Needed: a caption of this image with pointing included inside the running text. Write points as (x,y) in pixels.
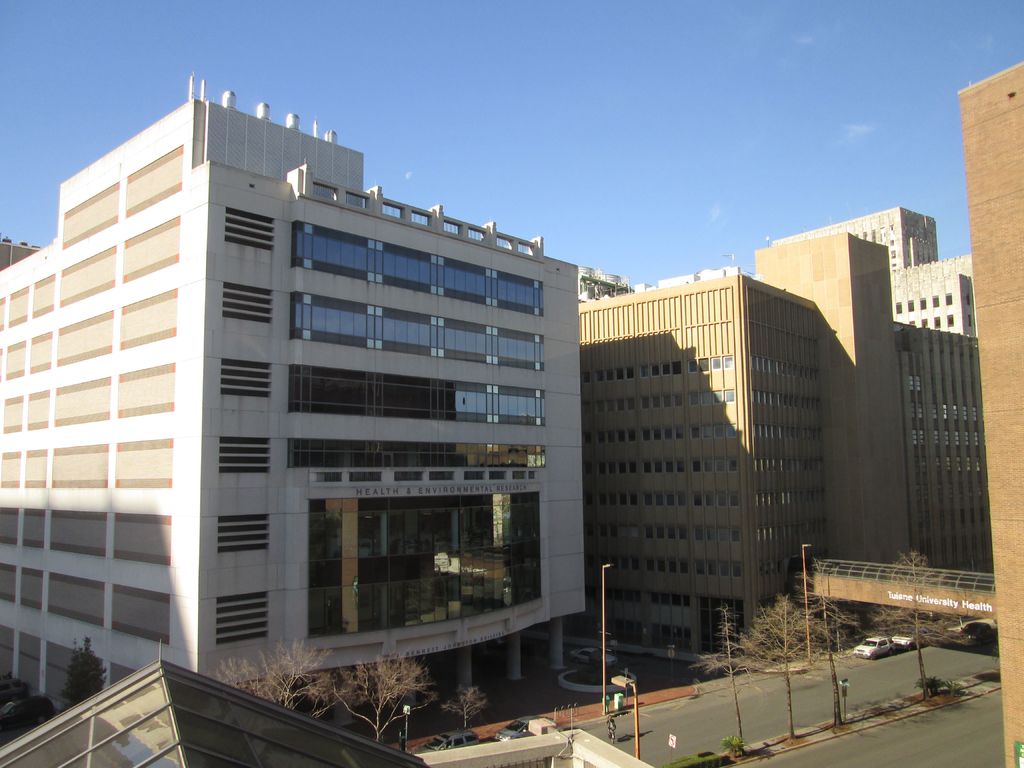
In this image there is the sky (563,80) towards the top of the image (715,53), there are buildings (757,410), there is text (437,492) on the buildings (527,473), there are trees (294,695), there is road (796,674), there are vehicles (515,728) on the road (686,717), there are poles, there are street lights (635,739), there are boards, there is a wall (996,354) towards the right of the image (1016,458), there are objects (311,740) towards the bottom of the image (204,727).
